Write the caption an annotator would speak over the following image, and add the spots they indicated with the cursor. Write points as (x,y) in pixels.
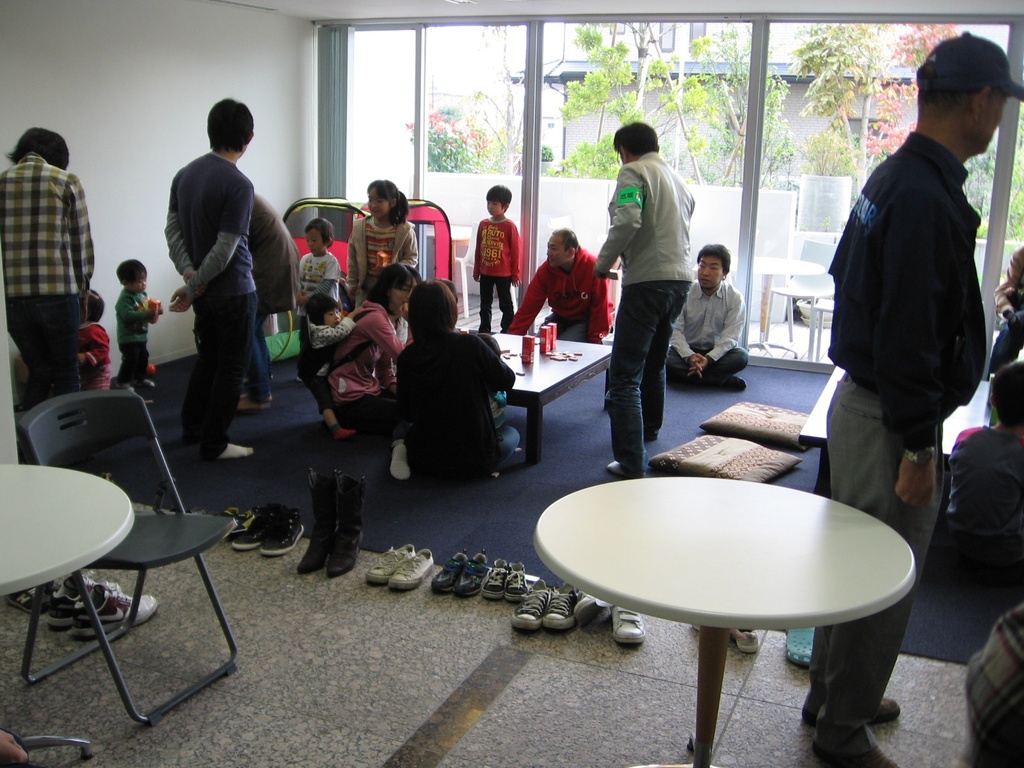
Here this is a picture of group of people (981,121) in the room (32,112) where we have tables (75,494), chairs (158,550) and some pairs of shoe (336,573) and a table (545,362) where people (462,382) are sitting around it and there are small children (146,326) in the room (527,268) and also we can see some plants (838,136) and trees (834,66) outside the room (527,76).
